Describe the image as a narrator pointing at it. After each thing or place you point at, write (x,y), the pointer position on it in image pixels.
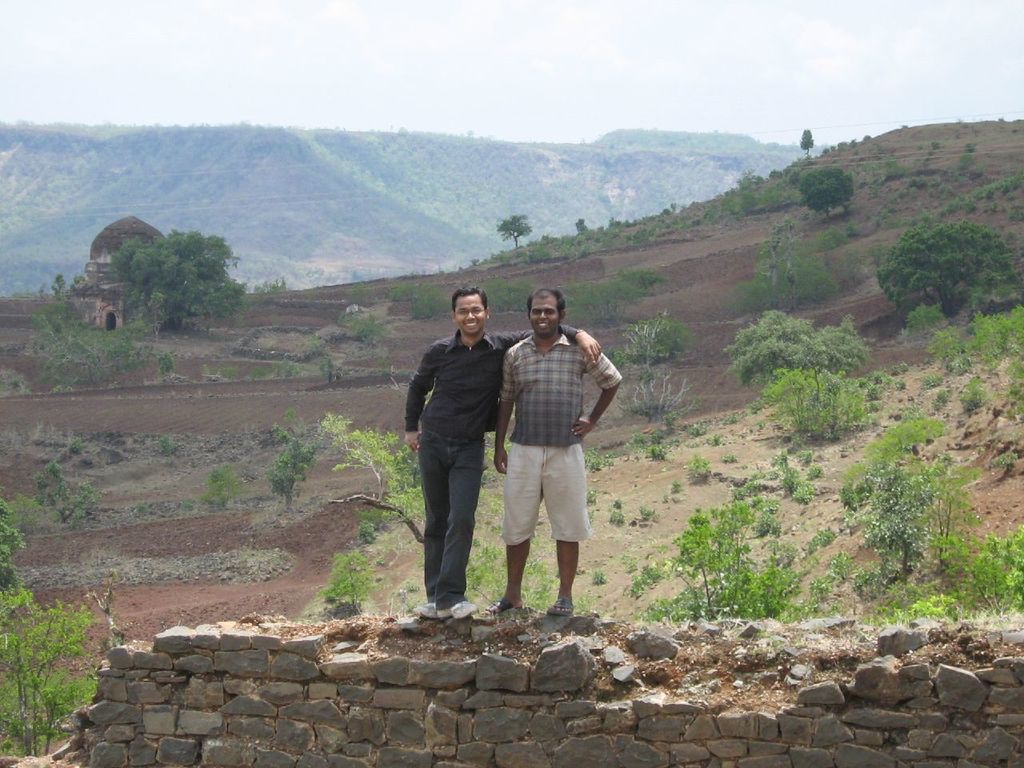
This picture is taken from outside of the city. In this image, in the middle (431,448), we can see two men (498,438) are standing on the stones (406,689). On the right side (959,239), we can see some trees (947,231) and plants (961,545). On the left side (187,281), we can also see a building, trees (374,449) and plants (73,342). In the background (250,166), we can see some trees (799,176), buildings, rocks (389,162). At the top (364,63), we can see a sky (385,49), at the bottom (527,706), we can see a land (563,285) with some stones (543,687).
